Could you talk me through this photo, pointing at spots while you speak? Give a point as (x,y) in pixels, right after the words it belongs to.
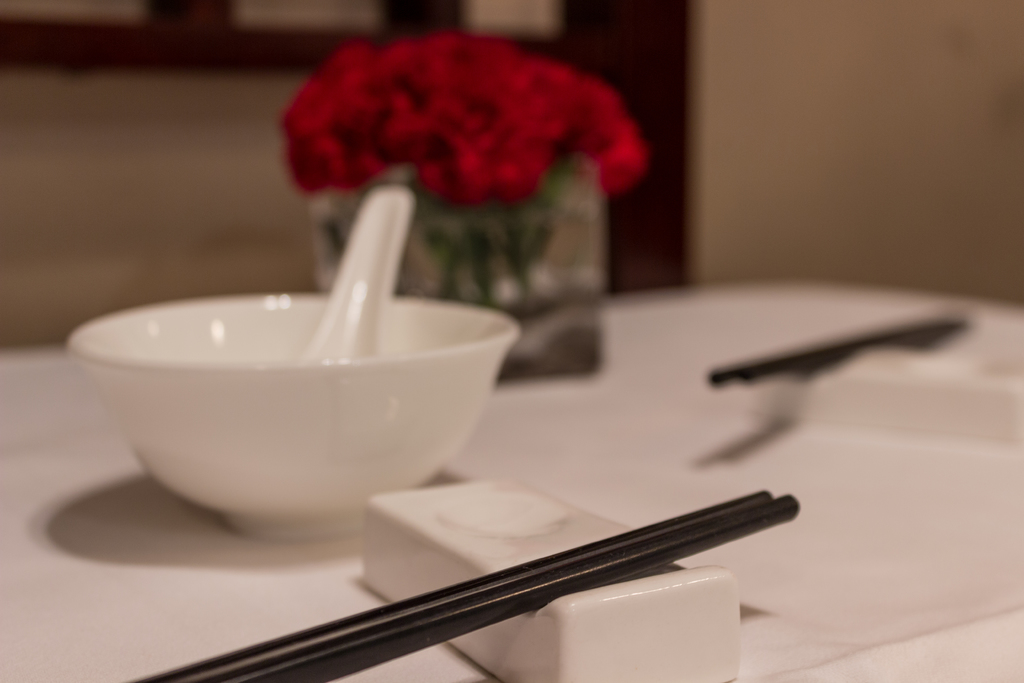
This image is taken inside a room (456,155). In this image there is a table (533,459) and on that table (116,592) there were chop sticks (730,524), chop sticks holder (509,534), bowl (147,408), spoon (365,269) and a flower vase (511,270) with flowers (385,92) in it. At the background (172,132) there is a wall (697,52).
